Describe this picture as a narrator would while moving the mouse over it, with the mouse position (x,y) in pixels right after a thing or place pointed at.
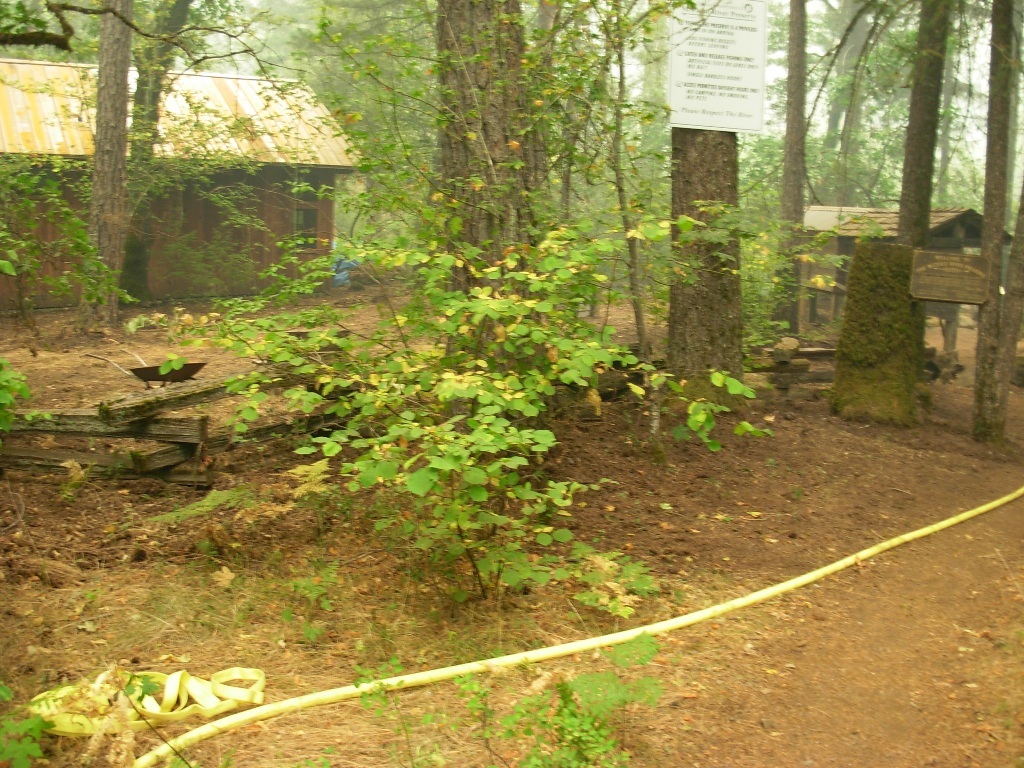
In this image there are trees (992,318) and sheds (822,313). We can see boards (756,110) placed on the trees (992,296). At the bottom (242,722) there is a pipe (395,681) and we can see a fence (286,375).
